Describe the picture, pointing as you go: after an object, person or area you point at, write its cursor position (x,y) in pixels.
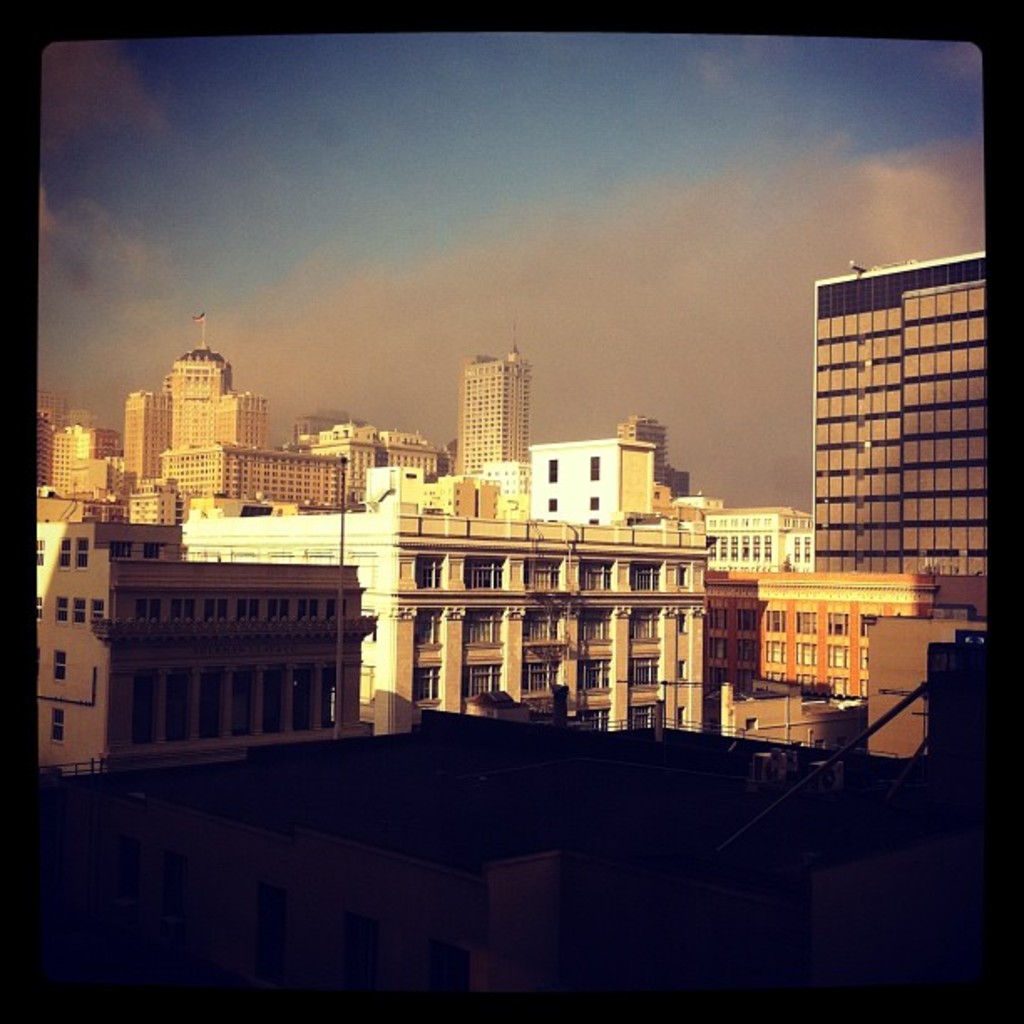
In this picture, there are buildings (339,756) with windows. On the top (411,163), there is a sky (374,268) with clouds (620,212).
